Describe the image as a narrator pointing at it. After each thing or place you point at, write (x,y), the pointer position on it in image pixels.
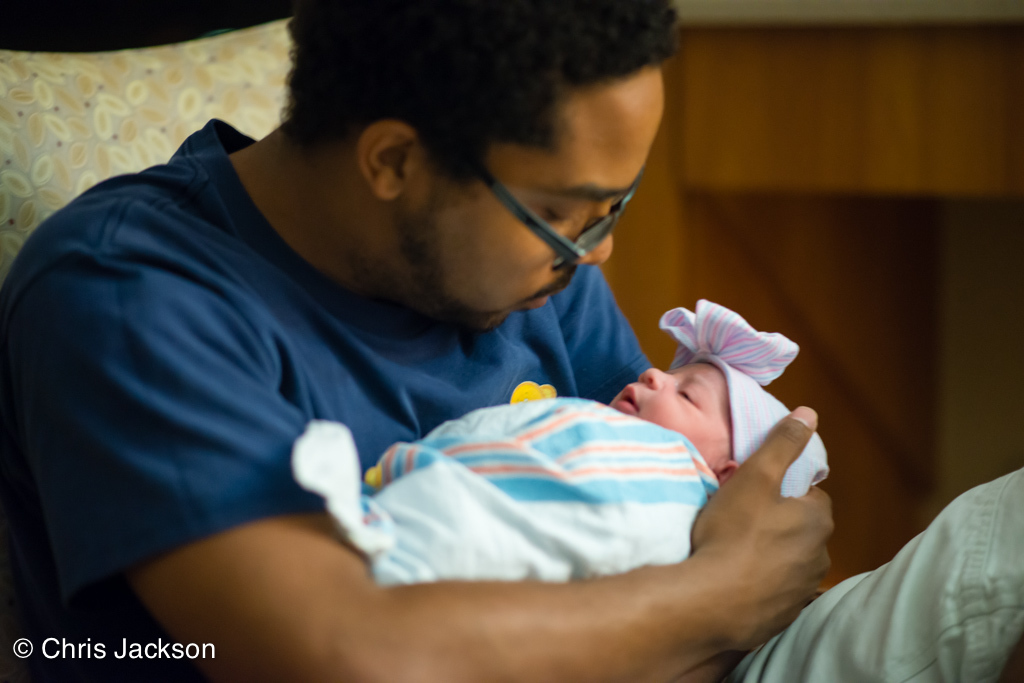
A person (232,355) is holding a baby (514,471) wearing a blue t shirt (261,388).
